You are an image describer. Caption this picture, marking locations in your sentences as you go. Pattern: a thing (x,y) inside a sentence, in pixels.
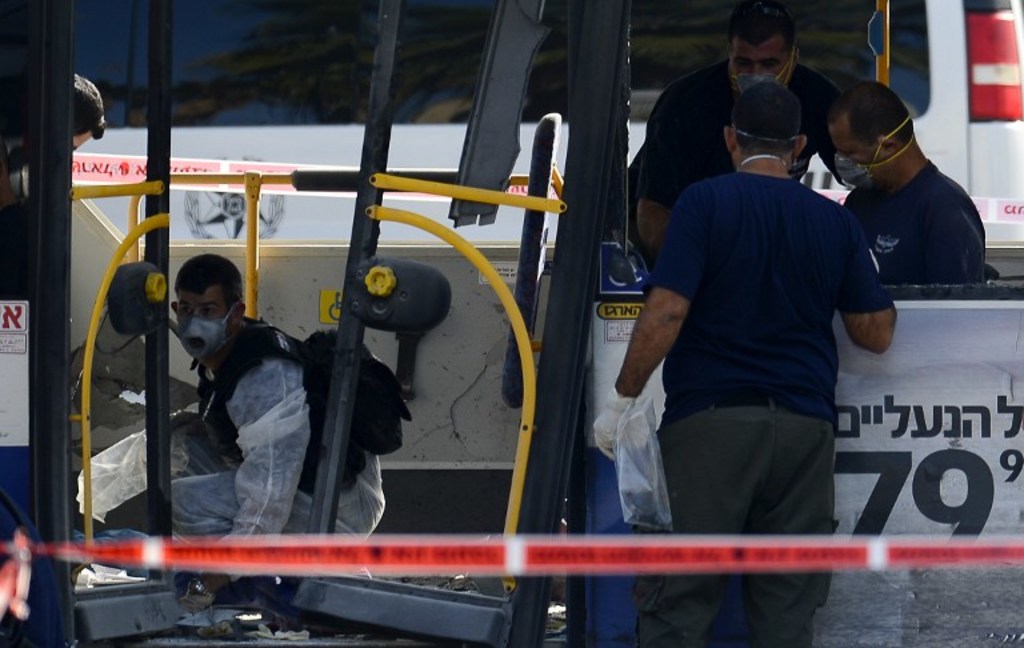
In this image we can see a bus (461,469) and in bus (436,471) one man (270,385) is sitting, he is wearing mask (207,344) on the face (206,357). Right side of the image (842,156) three persons (736,276) are standing, they are wearing blue color T-shirts (743,253) and covering faces (868,156) with mask (852,170).
